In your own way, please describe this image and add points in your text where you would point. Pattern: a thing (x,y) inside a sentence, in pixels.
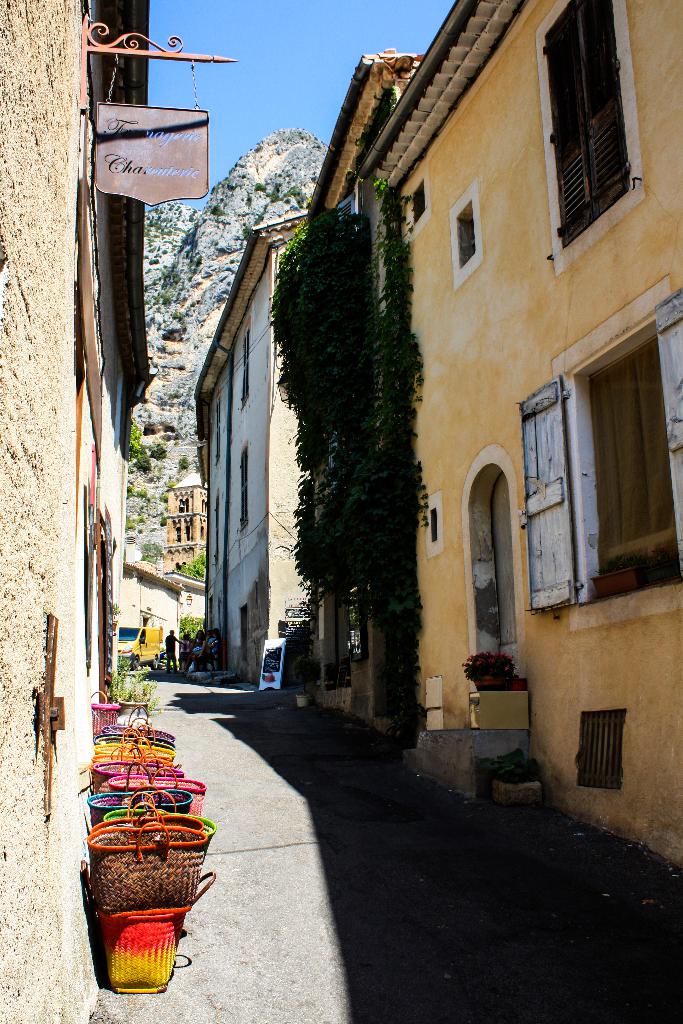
In this image I can see the buildings (242,510). On the left side (161,895) I can see the baskets (158,863) on the road (240,820). I can see a board (131,166) with some text (147,174) written on it. In the background (210,226), I can see the hills (244,184) and the sky (268,78).
